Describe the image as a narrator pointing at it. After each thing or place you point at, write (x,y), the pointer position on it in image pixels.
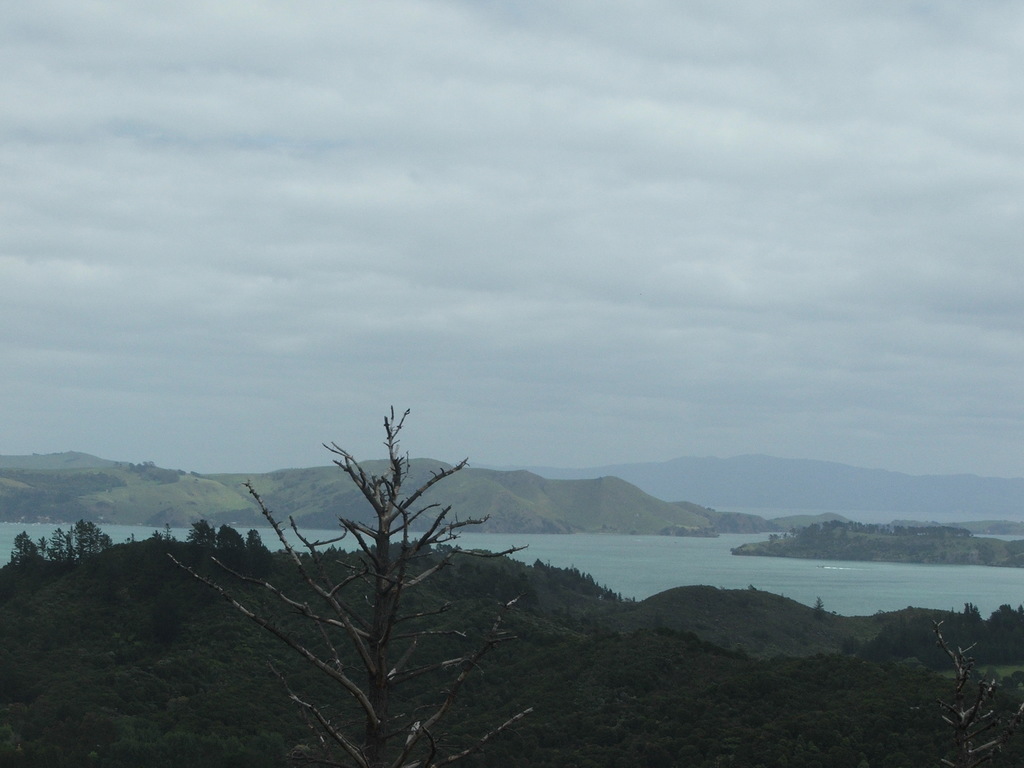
This image consists of trees (496,688) at the bottom (352,625). There is water (550,560) in the middle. There is sky (420,209) at the top (352,237). There are mountains (507,499) in the middle (459,489).
